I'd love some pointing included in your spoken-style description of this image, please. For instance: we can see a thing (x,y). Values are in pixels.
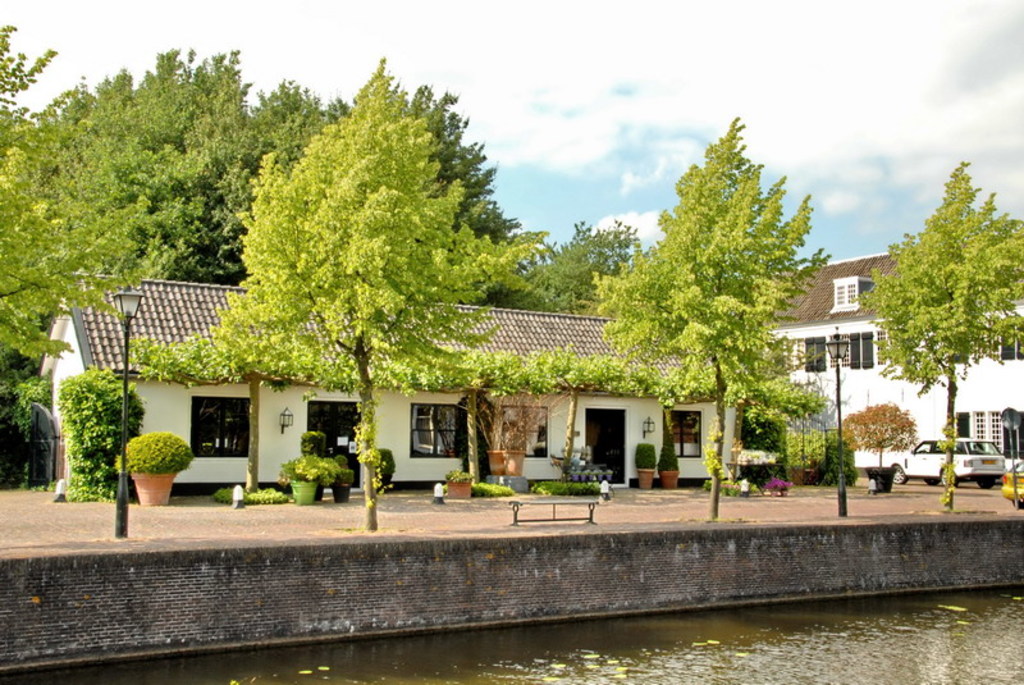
In this image there are houses (863,359), around the houses (164,289) there are trees (538,376), in front of the house (298,404) there are plants (89,440), bushes (146,458), lamps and benches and there is a car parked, in front of the house (413,426) there is a lake (582,619), at the top of the image (577,97) there are clouds (501,129) in the sky (799,91).
